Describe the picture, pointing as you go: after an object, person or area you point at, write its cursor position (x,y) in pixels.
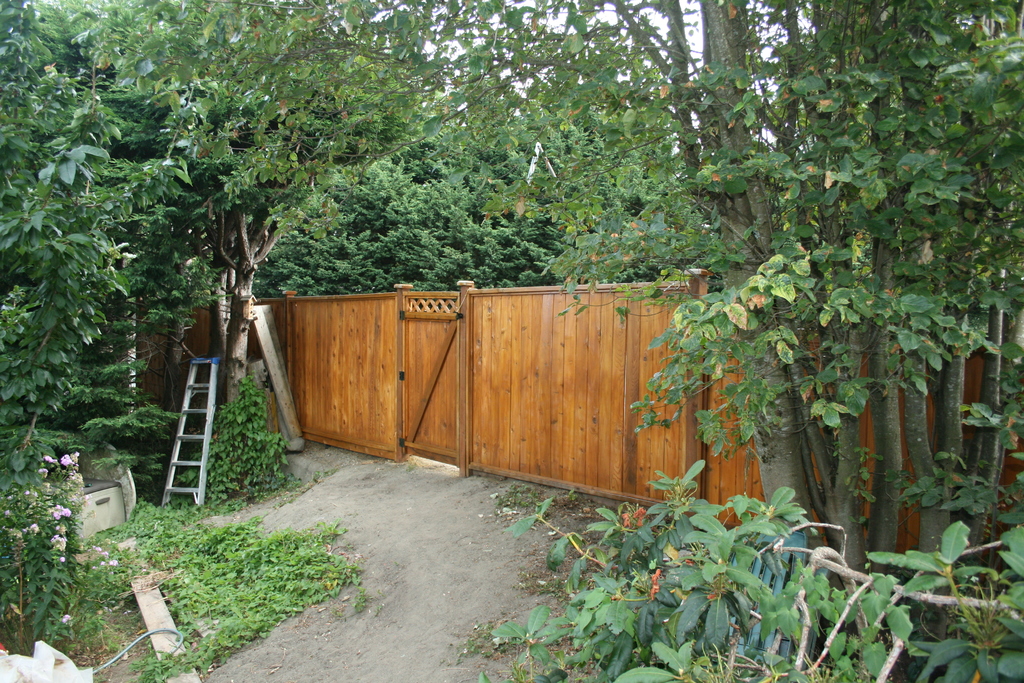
This image is taken outdoors. At the bottom of the image (399,632) there is ground (392,554). In the middle of the image (459,432) there is a gate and there is a wooden fence (582,399). There is a ladder (203,471). In this image there are many trees (874,429) and plants (255,598) with green leaves (210,589), stems (741,132) and branches (897,596).
